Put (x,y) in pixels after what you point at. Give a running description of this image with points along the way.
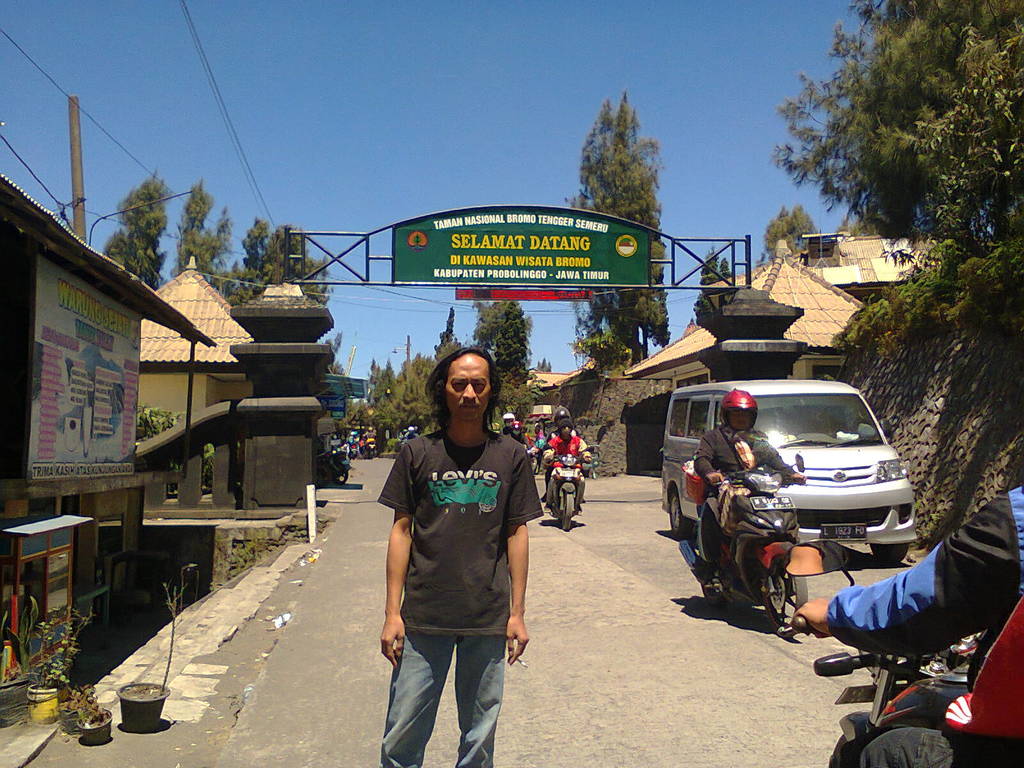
In this image we can see a person (434,578) standing on the road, motor vehicles (711,418) on the road (818,651), buildings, advertisement boards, houseplants (25,625), trees (880,185), arch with an information board (472,271), cables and sky (458,110).
